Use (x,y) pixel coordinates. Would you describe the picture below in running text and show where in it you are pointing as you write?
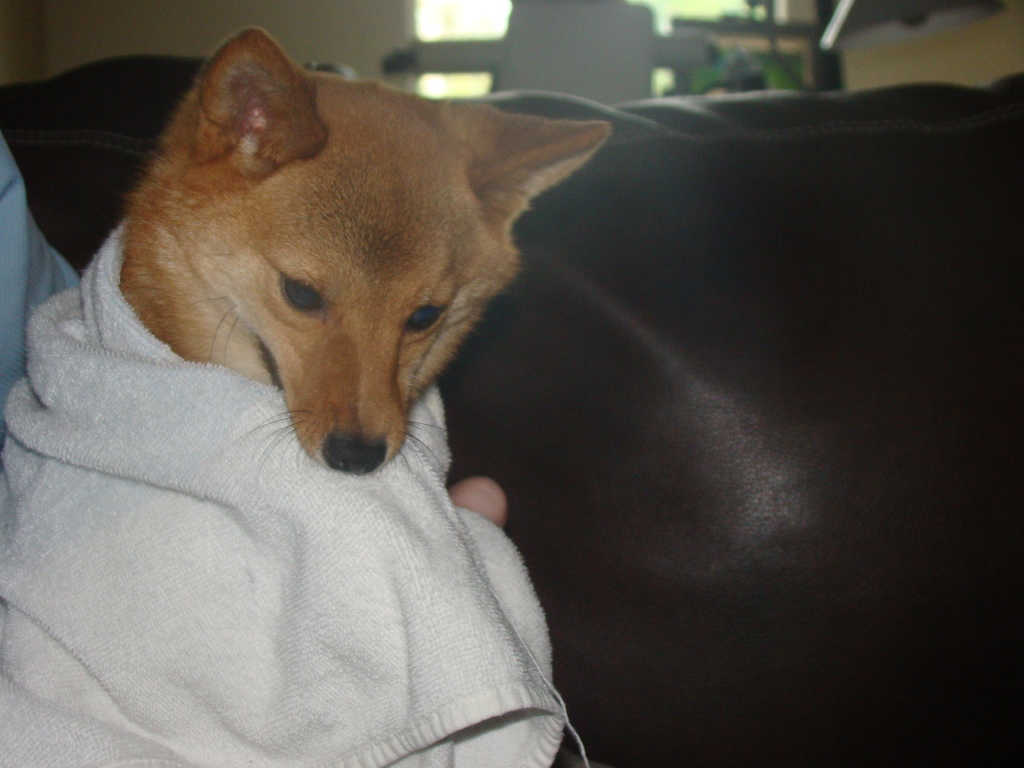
In this image, we can see a dog (305,193) wearing a towel (213,521). There is a sofa (626,380) in the middle of the image (573,470).
